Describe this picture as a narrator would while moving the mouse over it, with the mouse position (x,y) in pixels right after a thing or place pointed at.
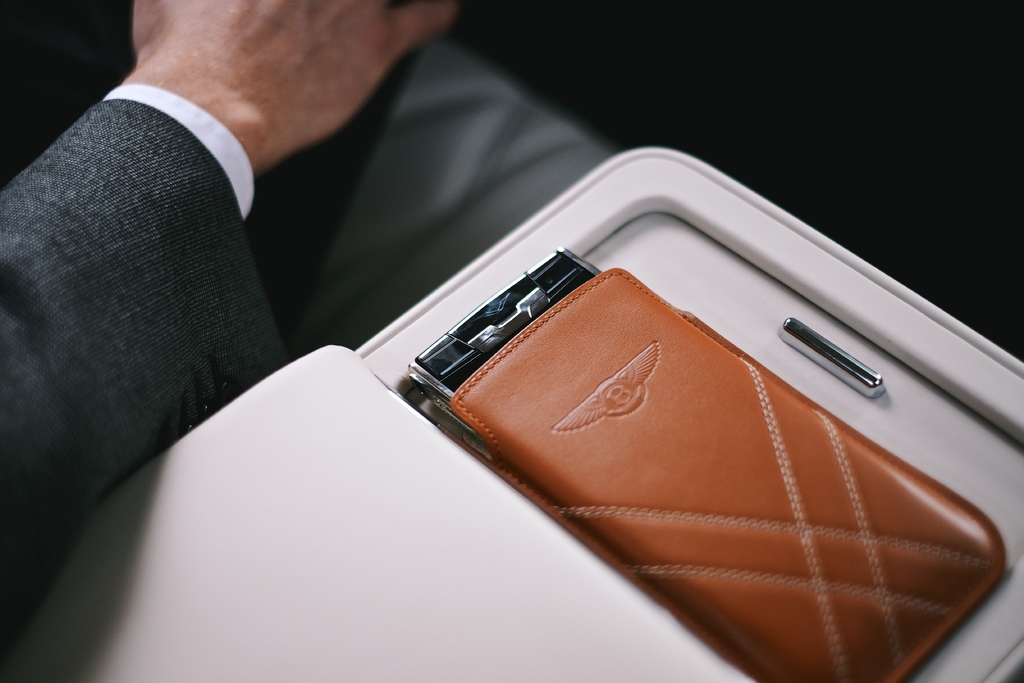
In this image, on the left side (54,442), we can see the hand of a person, there is a brown color pouch (711,342) kept on an object (671,255).
